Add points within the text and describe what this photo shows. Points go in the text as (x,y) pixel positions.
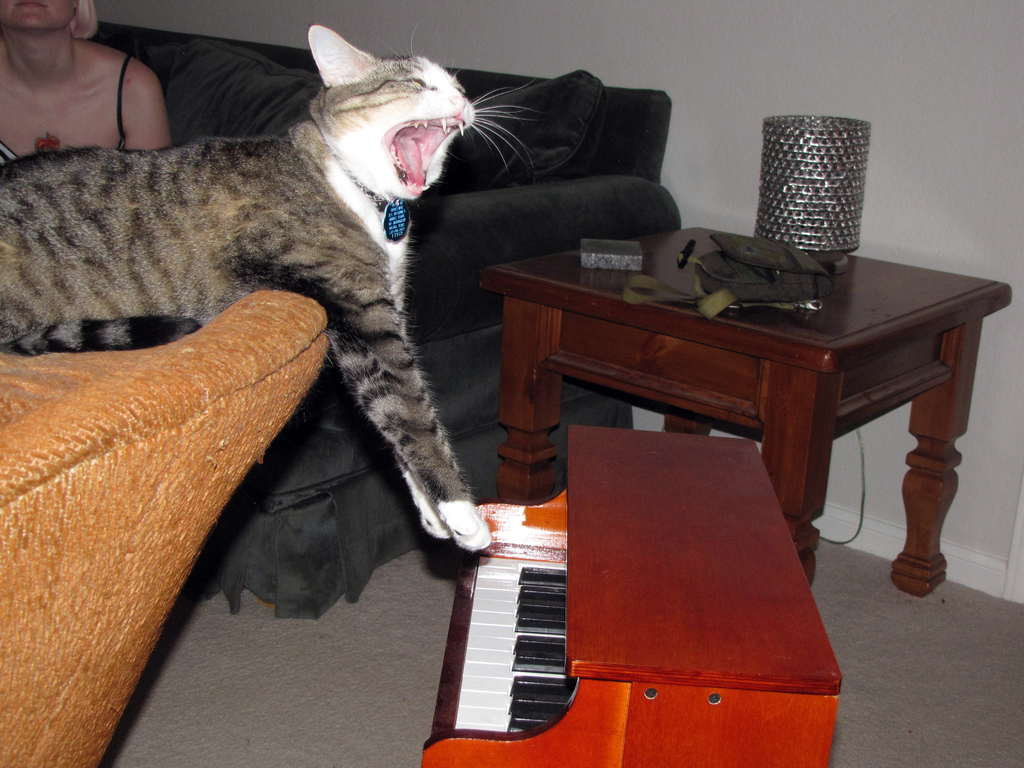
In this image I can see a cat (314,272) and a person (25,87). I can also see a musical instrument (678,720) and a sofa (501,225).
